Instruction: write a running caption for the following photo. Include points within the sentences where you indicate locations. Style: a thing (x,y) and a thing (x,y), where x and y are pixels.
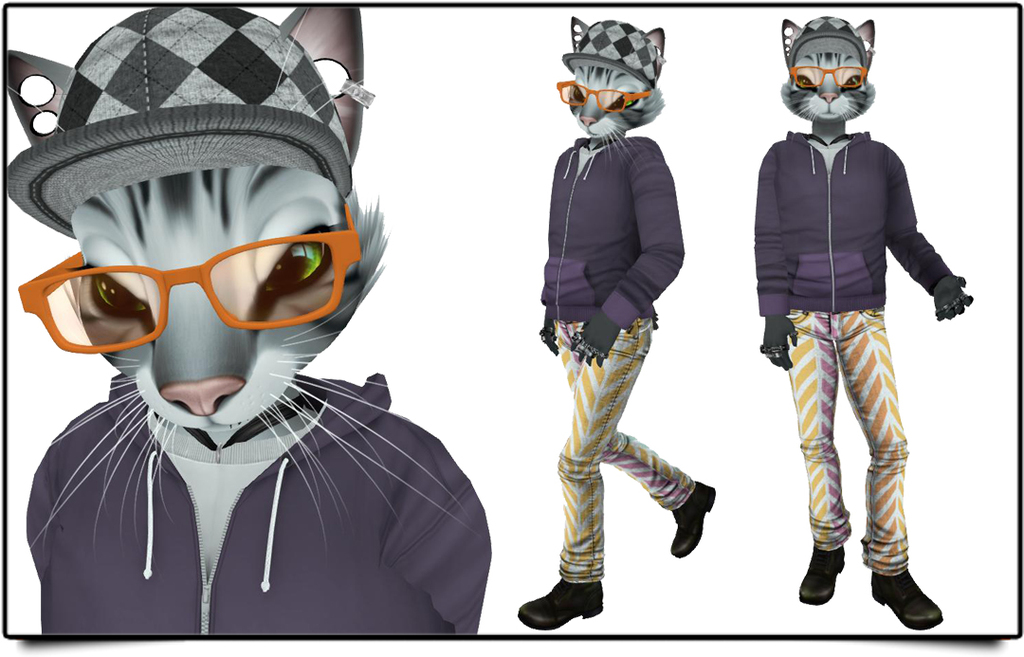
It is an edited picture. In the image we can see three persons (612,351) with animal heads (238,387). And we can see they are wearing glasses (215,271) and caps (58,197). And we can see the white colored background (549,167). And we can see the black colored border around the image.
